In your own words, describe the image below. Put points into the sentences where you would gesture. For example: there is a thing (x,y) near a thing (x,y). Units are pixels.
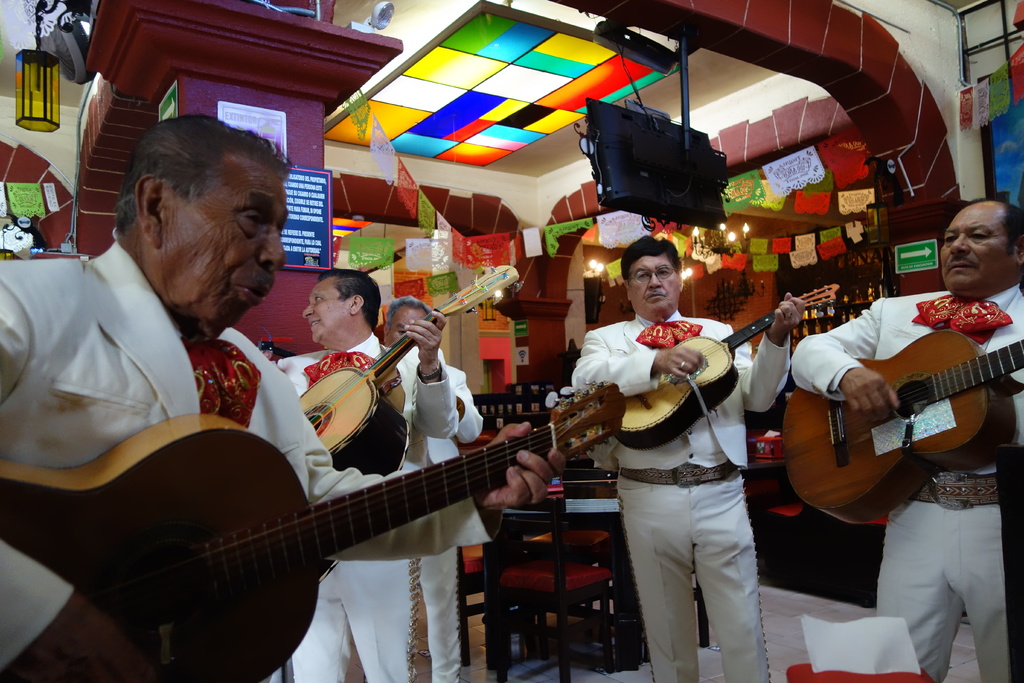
Here we see four men (80,351) playing guitar (365,413) and we see few chairs (553,503) and tables (586,525) and a television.
